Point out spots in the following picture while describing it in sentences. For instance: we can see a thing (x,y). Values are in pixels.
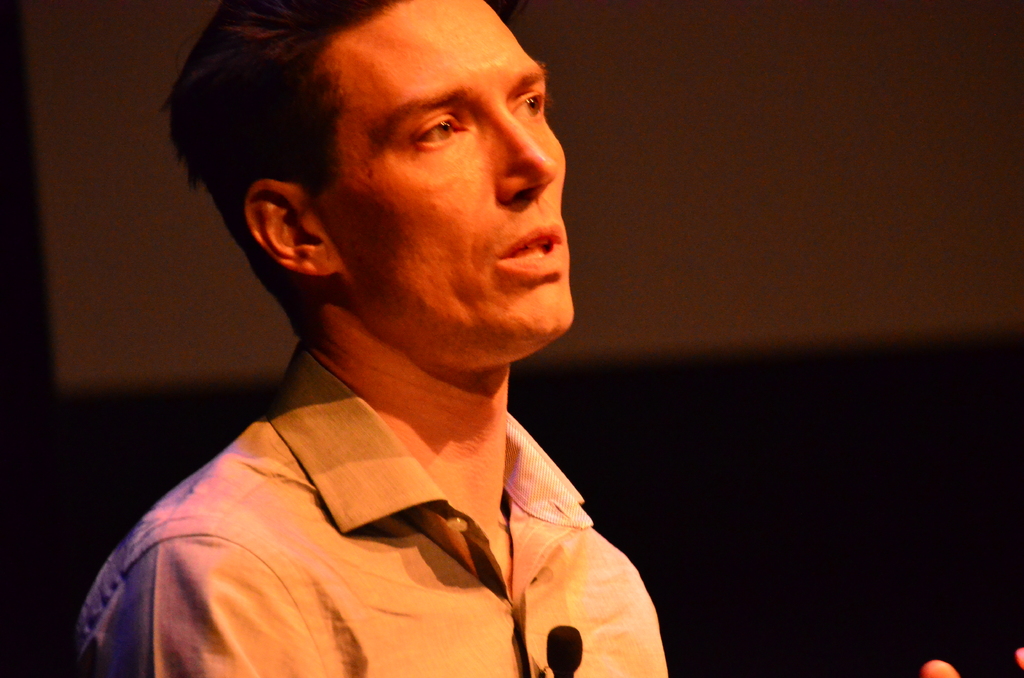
In the center of this picture (471,316) we can see a person (393,599) wearing shirt (550,563) and seems to be standing. In the background (887,217) we can see some other objects (898,227).
